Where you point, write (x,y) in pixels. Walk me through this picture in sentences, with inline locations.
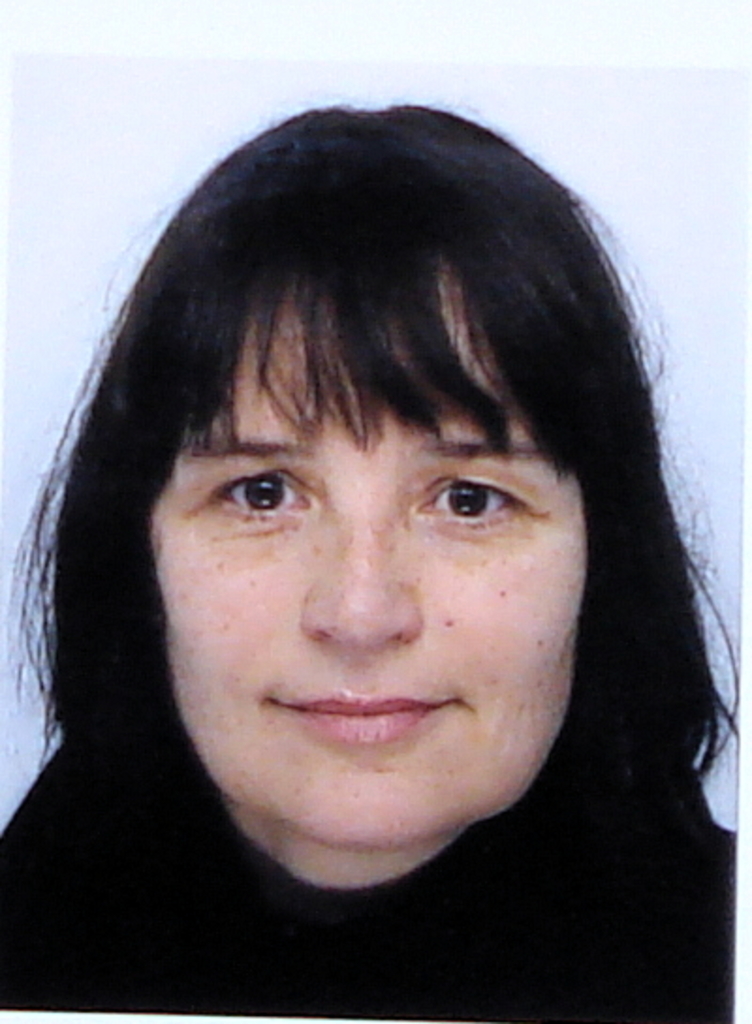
In this picture there is a face (349,789) of a woman (330,864). Behind her it is white. She is smiling.
